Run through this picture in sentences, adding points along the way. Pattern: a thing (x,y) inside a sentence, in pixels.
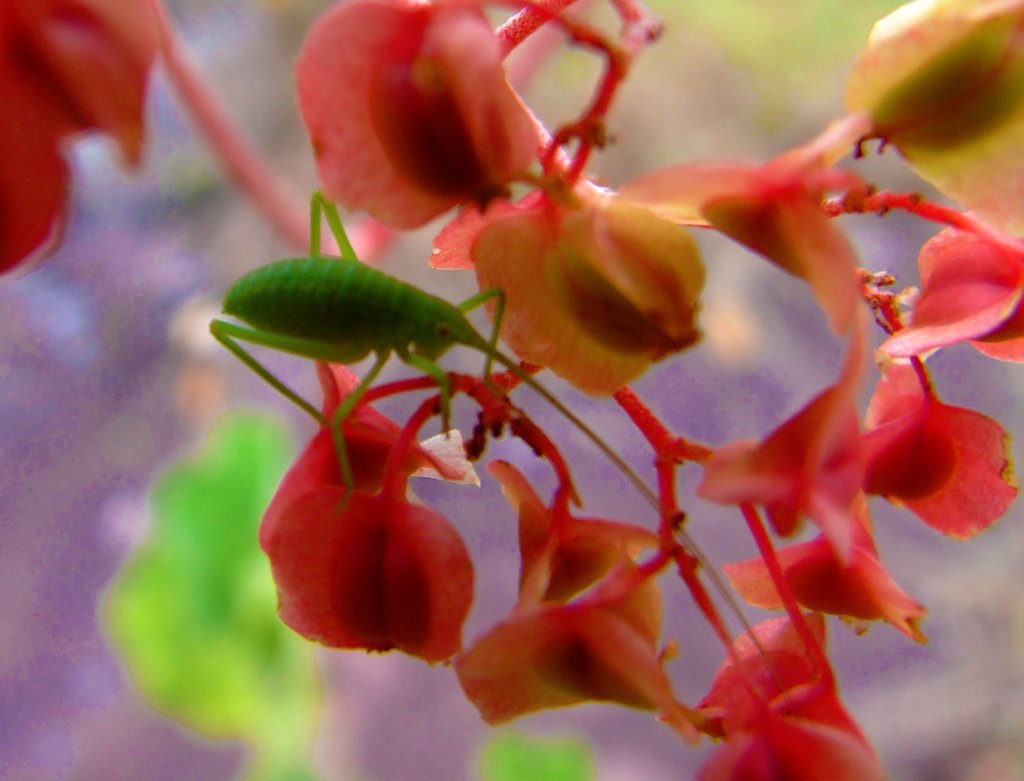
In this picture we can see an insect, flowers (559,240). In the background (440,729), the image is blurred.
